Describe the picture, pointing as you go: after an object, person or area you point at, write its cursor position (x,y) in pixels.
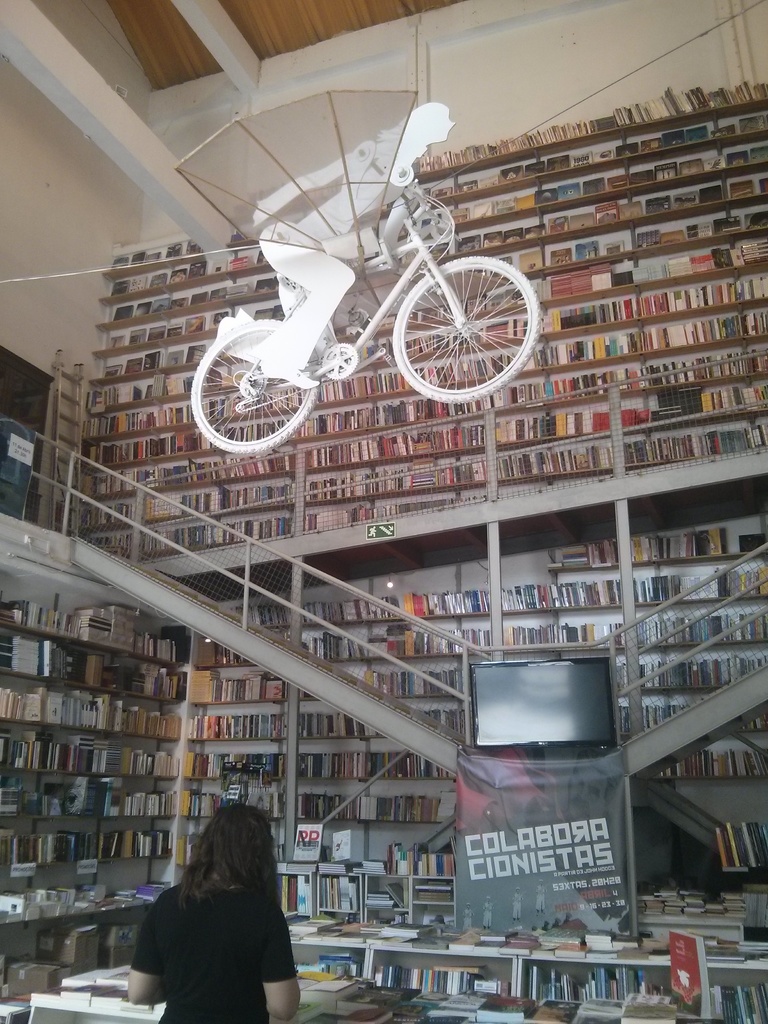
This is an inside view of a room (555,201). It seems to be a library (379,680). There are many books (157,762) arranged in the racks (365,913). At the bottom (233,917) there is a person (191,936) standing facing towards the back side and there are many books (335,975) on the tables (403,996) also. On the right side (527,715) there is a screen (528,700) under that there is a banner (536,783) on which I can see the text (524,861). Behind there is a railing (279,619) and stairs (150,593). At the top of the image (362,257) there is a board (319,340) which is looking like a person (306,355) is sitting on a bicycle (338,377). At the top of the image (486,64) I can see the wall (547,60).
